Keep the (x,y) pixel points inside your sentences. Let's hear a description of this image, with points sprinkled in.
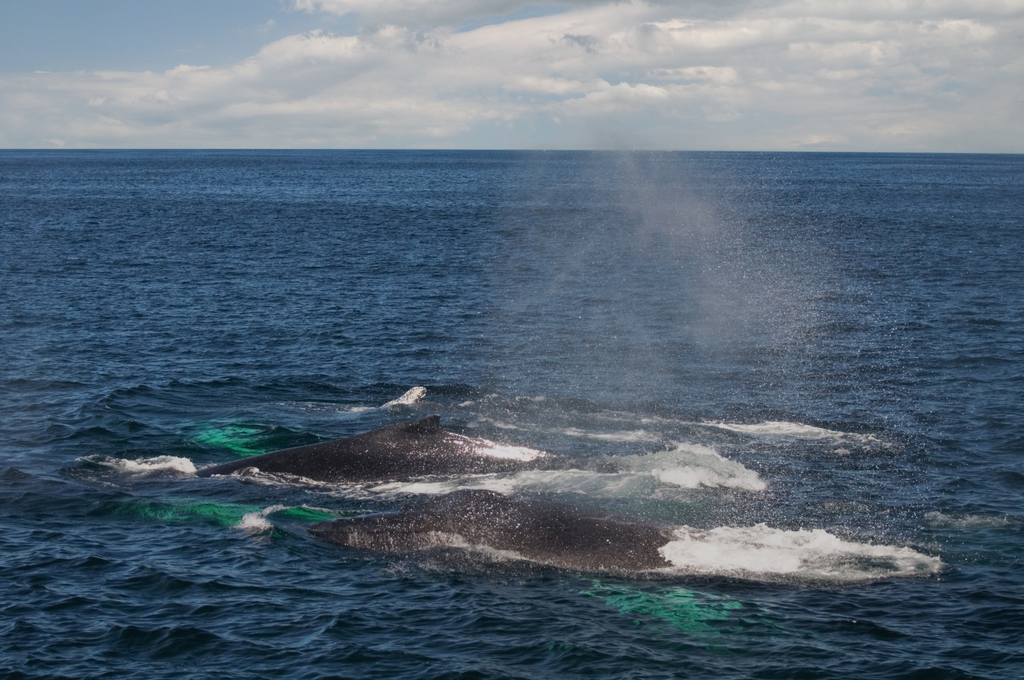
In this image I can see the water (575,297) and few aquatic animals (497,451) in the water (676,547).
